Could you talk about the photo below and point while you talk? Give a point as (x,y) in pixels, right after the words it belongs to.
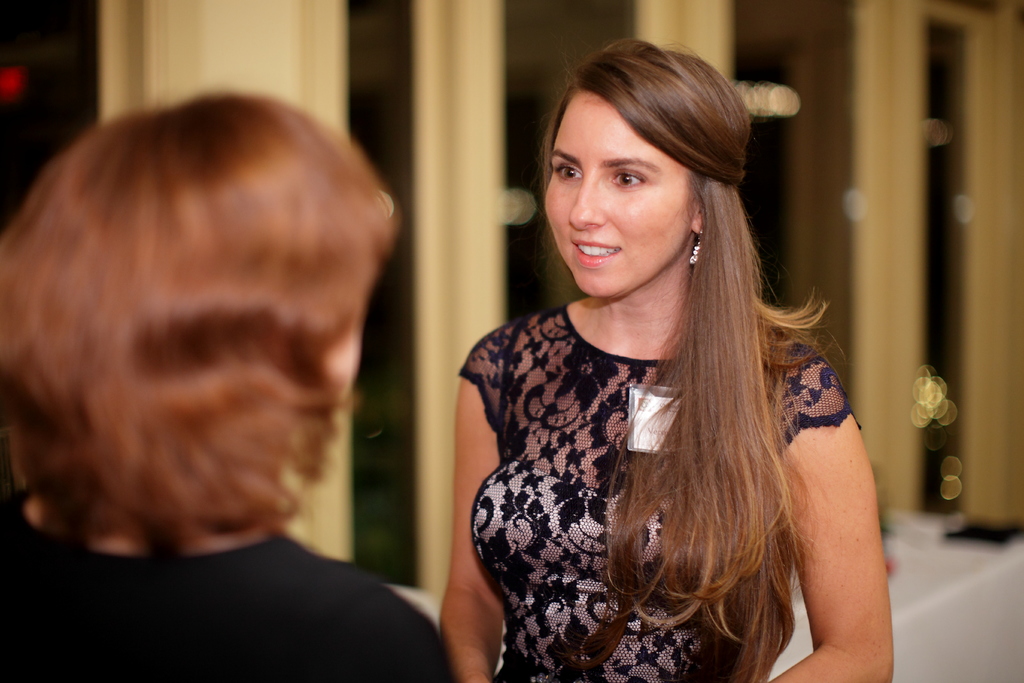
Here in this picture we can see two women (233,375) standing on the floor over there and the woman (466,669) in the middle (476,399) is wearing black and silver colored dress (552,479) on her and the woman (26,633) on the left side (312,582) is wearing total black colored dress (101,659) on her over there.
